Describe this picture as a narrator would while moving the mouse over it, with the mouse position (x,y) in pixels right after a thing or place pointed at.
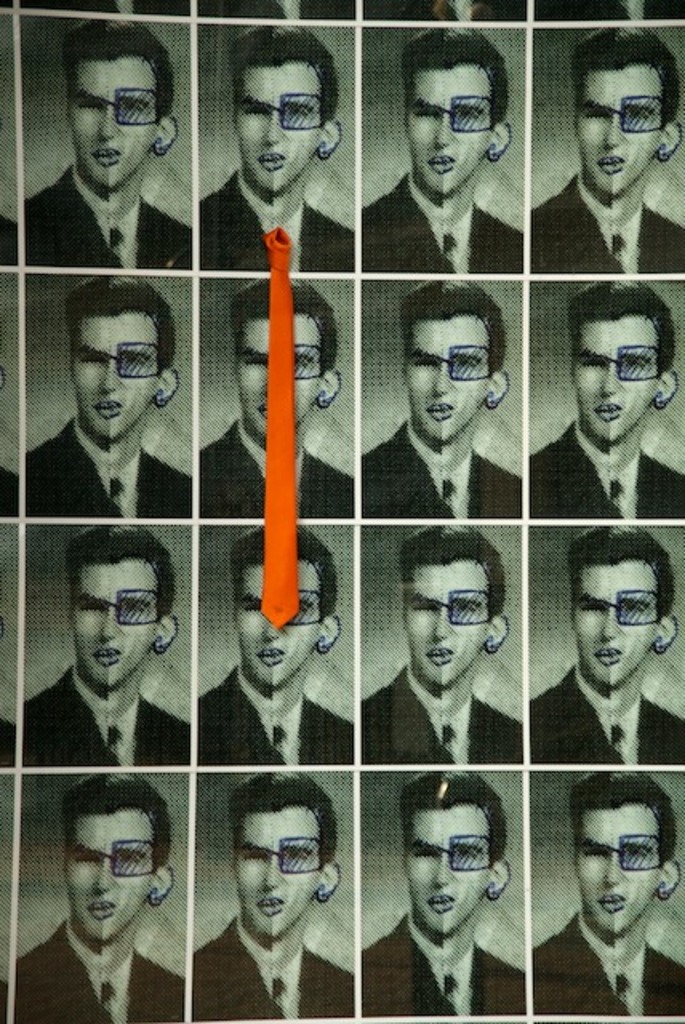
In this image we can see images of a person (150,980) on the paper (234,636) and there is a tie (274,434).
